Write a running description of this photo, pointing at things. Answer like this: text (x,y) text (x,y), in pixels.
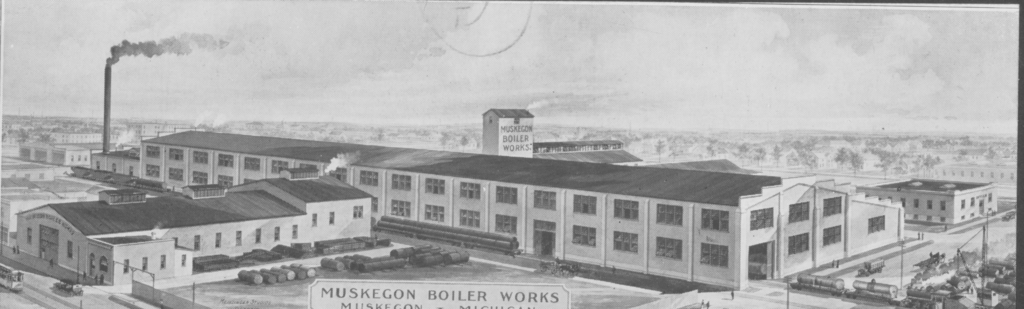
In the image to the bottom middle (559,291) there is a name board (559,291). Behind the name board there are many rooms (537,154) with roofs (309,149), windows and walls (164,235). And also to the left side of the image (160,45) there is a chimney (109,129) with smoke (142,51). And in the background (706,154) there are many trees (1009,145) and to the right bottom of the image (823,280) there are containers (949,289).
